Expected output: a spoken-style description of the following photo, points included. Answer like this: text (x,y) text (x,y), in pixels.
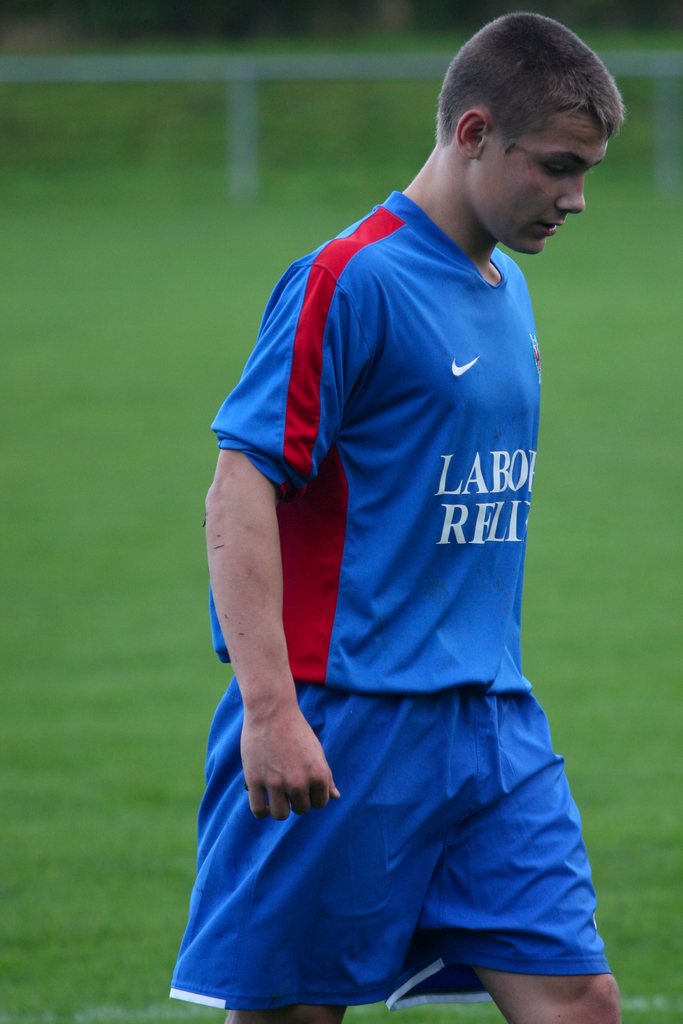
In this image I can see a person (377,464) wearing a blue color t-shirt (481,420) visible on the ground (15,485).
